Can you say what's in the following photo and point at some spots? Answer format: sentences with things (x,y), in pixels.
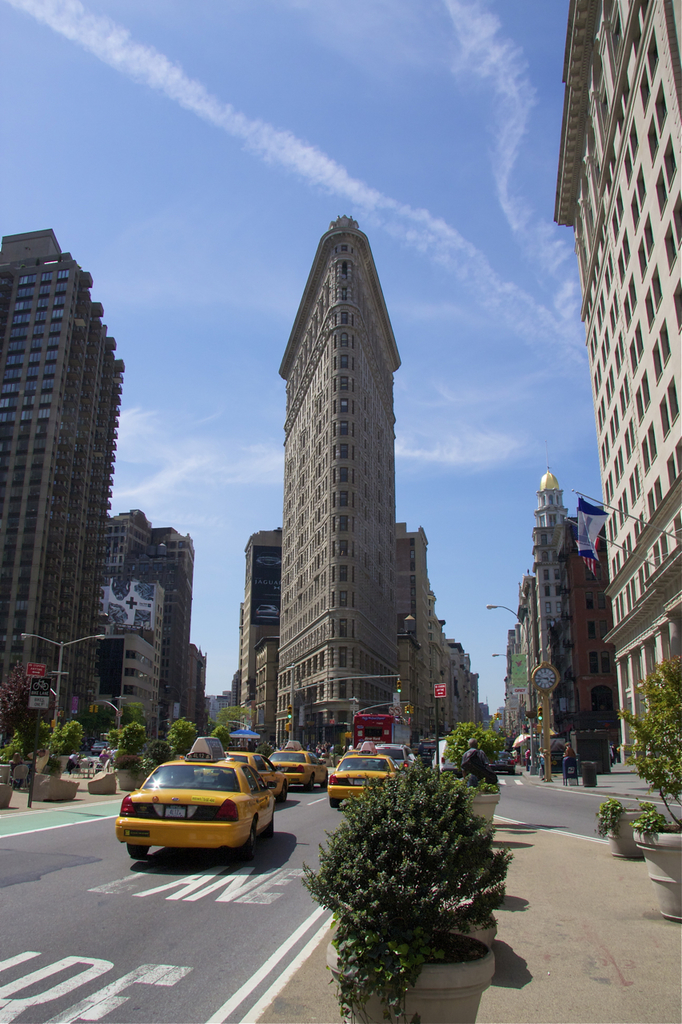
In this picture we can see some vehicles (215,805) traveling on the road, there are some buildings (622,572) in the background (324,509), we can see plants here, there are some poles (528,635) and lights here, we can see the sky (383,246) at the top of the picture (376,129).
